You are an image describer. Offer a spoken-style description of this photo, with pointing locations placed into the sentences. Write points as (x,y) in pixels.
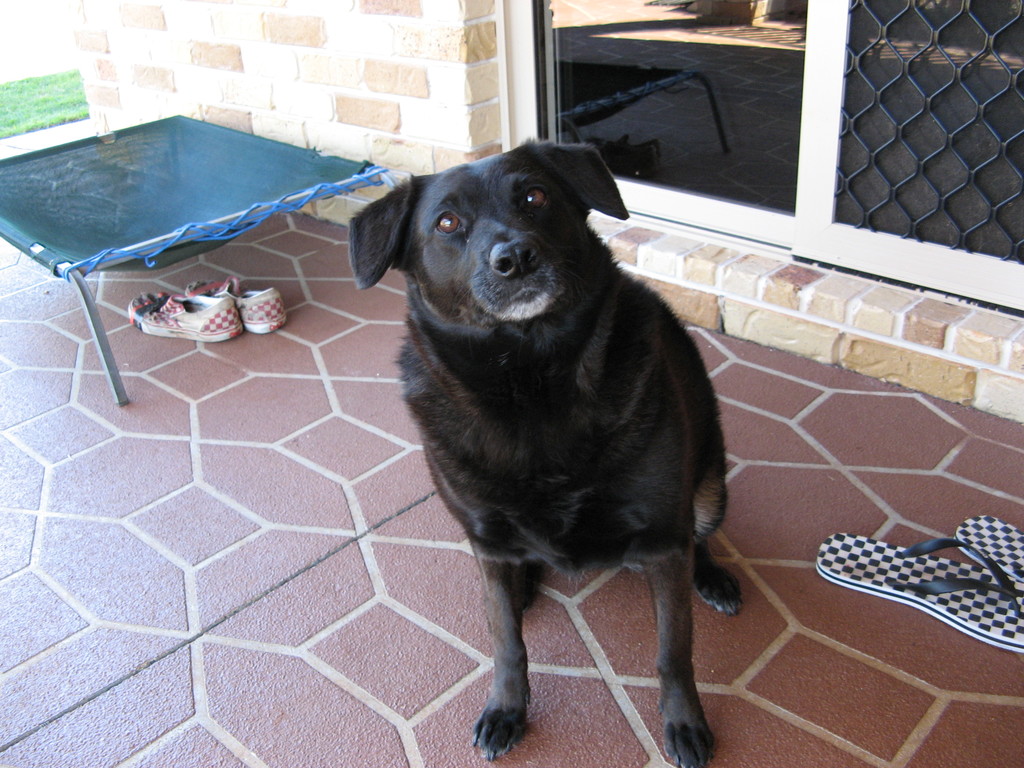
In this picture I can see a dog (542,423) in the middle (512,493), on the right side (994,88) there are glass windows (768,167) and I can see the chappal (937,571), on the left side (95,177) it looks like a net (183,221) and I can see shoes (203,308).
